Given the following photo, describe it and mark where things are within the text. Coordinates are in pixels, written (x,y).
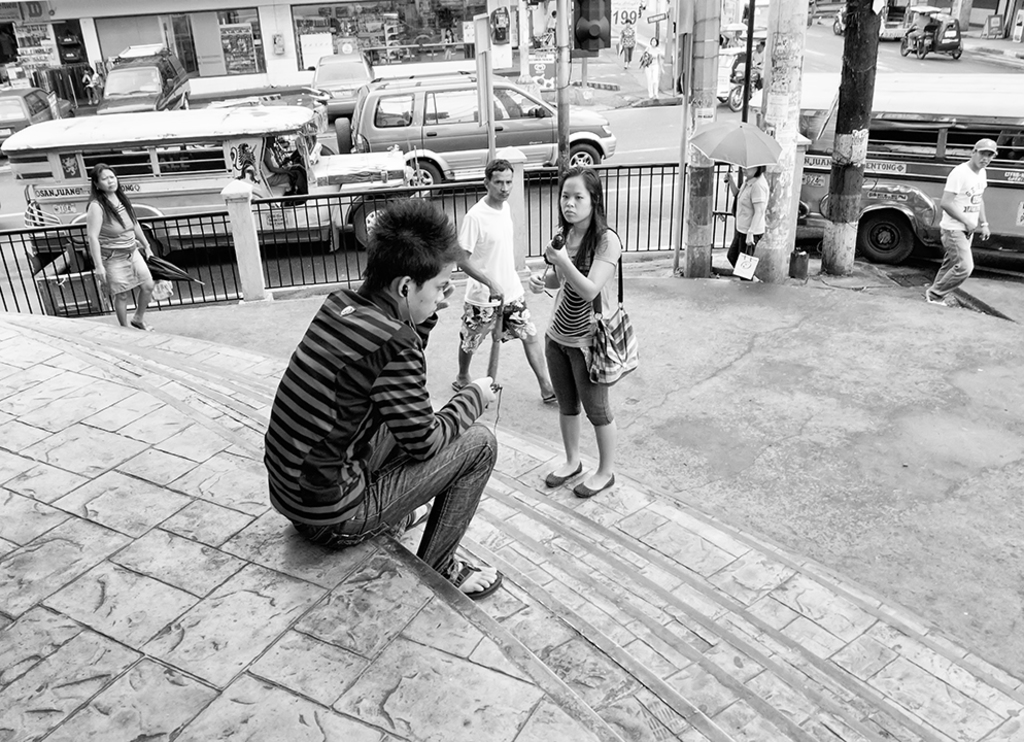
In this image we can see a person (333,434) sitting on the staircases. There are staircases (648,641) in the image. We can see many people (571,302) and few people (609,278) holding some objects (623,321) in their hands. There are few stores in the image. There are few poles (795,129) and boards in the image. There are many vehicles (129,81) on the road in the image. There is a fence (330,227) in the image.
